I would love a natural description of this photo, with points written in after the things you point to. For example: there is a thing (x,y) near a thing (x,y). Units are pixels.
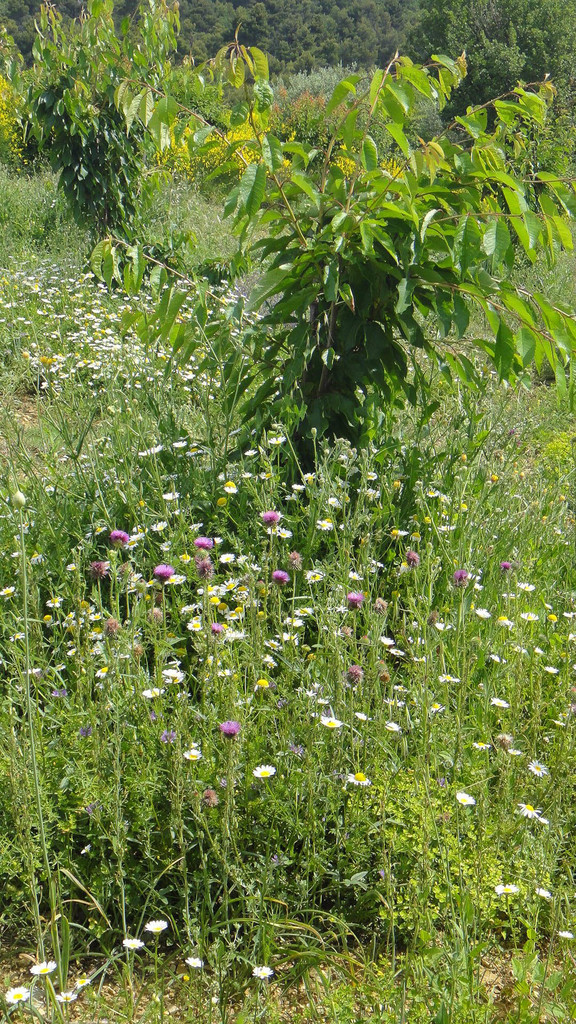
There are plants (225,504) with some flowers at the bottom of this image (309,723), and there are some trees (333,143) in the background (222,166).
